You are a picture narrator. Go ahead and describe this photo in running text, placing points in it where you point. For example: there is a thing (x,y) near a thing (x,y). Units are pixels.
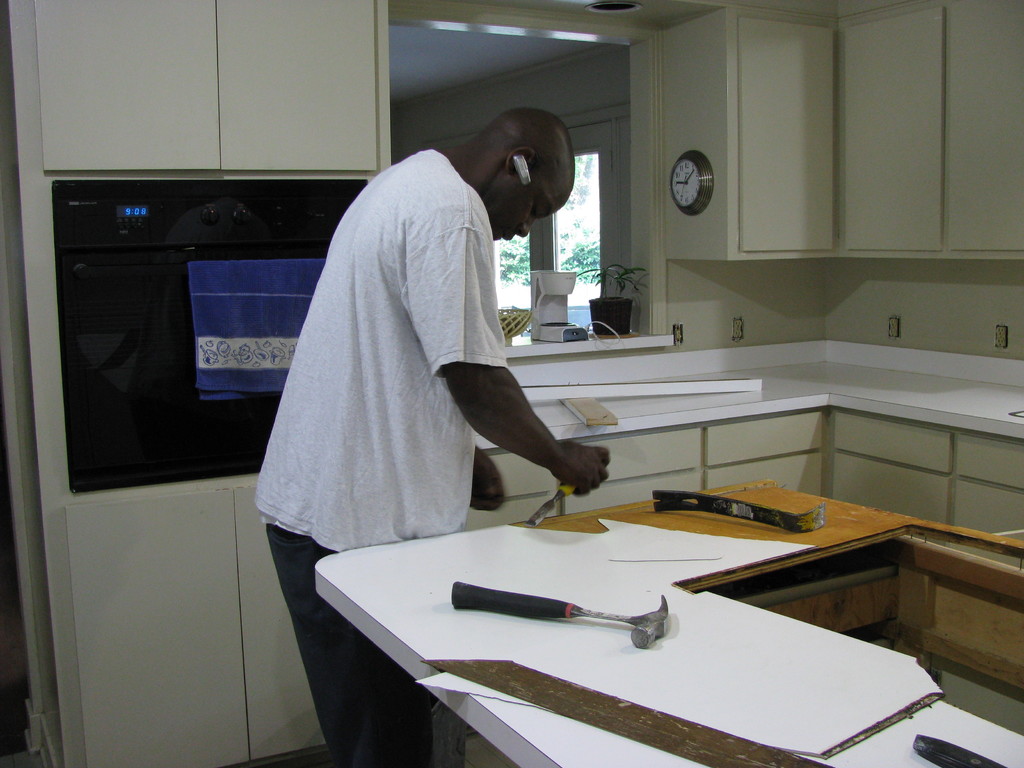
In this picture, there is a man (374,381) who is wearing microphone (524,173) on his ear (511,166) and he is holding a tool (552,510) in his hand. There is a table (703,520) and a hammer (538,610) is present on the table (548,631). There is a wall clock (688,188) on the wall (675,203). There is a flower pot (612,301) on the shelf (617,349). On the left (99,348), there is a machine (141,349) and a cloth (232,350) is visible on the machine (193,349). At the background (581,246) there is a tree (579,247).
